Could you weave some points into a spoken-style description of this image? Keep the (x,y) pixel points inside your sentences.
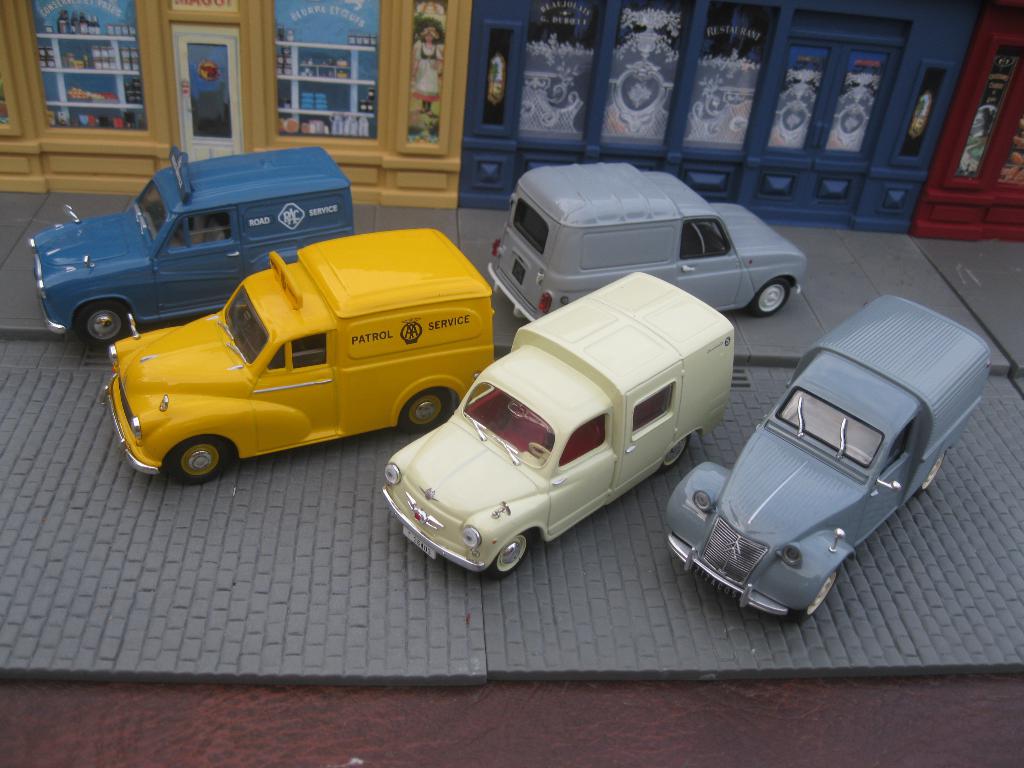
As we can see in the image there are buildings (472,70) and different colors of cars (222,285).
